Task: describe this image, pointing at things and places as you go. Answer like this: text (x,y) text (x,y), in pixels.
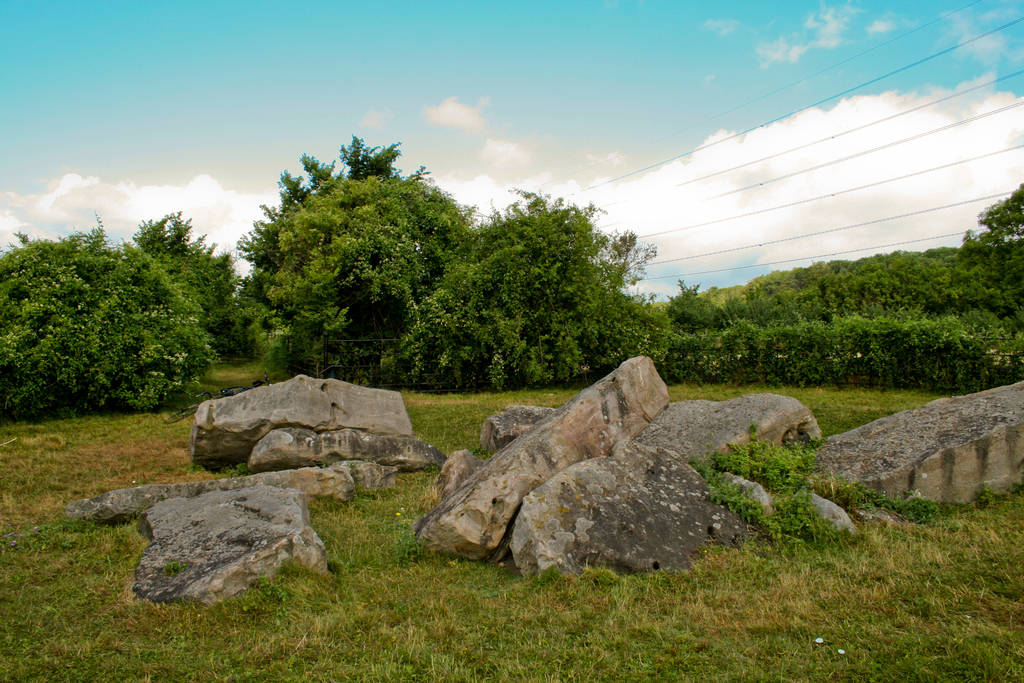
In this picture I can see the grass (486,454) and few rocks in front (423,634). In the middle of this picture (418,274), I can see number of trees (591,266) and wires (664,232). In the background (665,203) I can see the sky (505,129).
